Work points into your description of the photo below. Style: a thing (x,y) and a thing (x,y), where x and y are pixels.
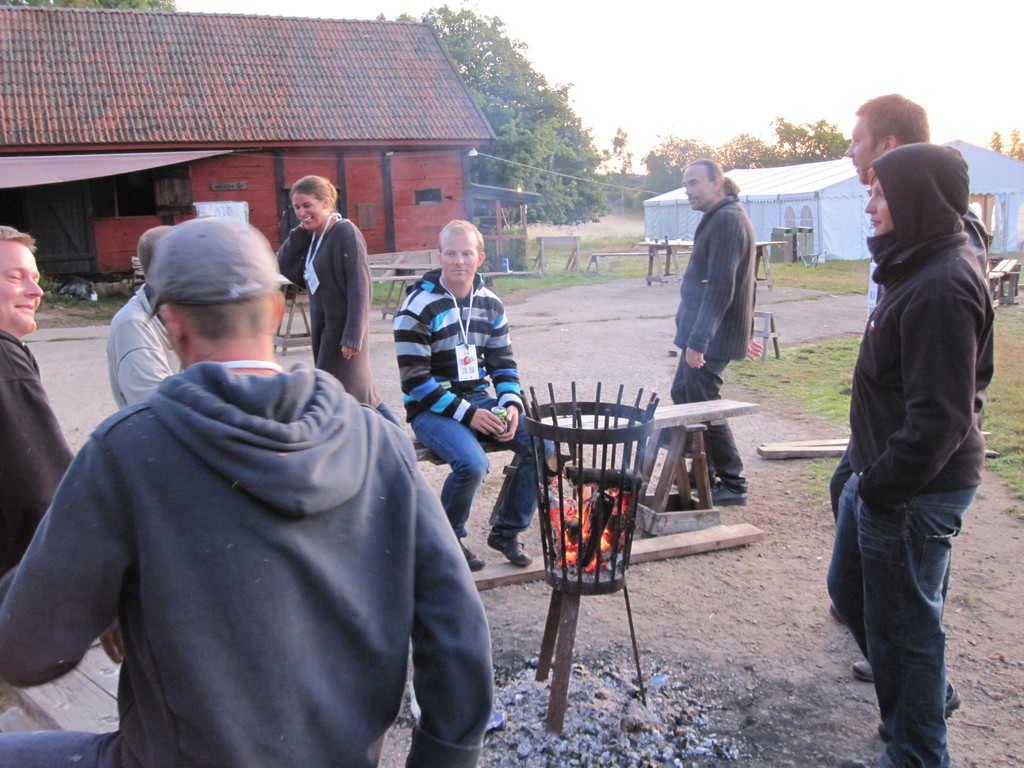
In this image we can see these person (37,541) are standing and these people (489,360) are sitting on the wooden benches (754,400). Here we can see the fireplace (571,472). In the background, we can see wooden house (221,90), tent (834,222), wooden benches (662,249), trees (674,156) and the sky (582,44).
